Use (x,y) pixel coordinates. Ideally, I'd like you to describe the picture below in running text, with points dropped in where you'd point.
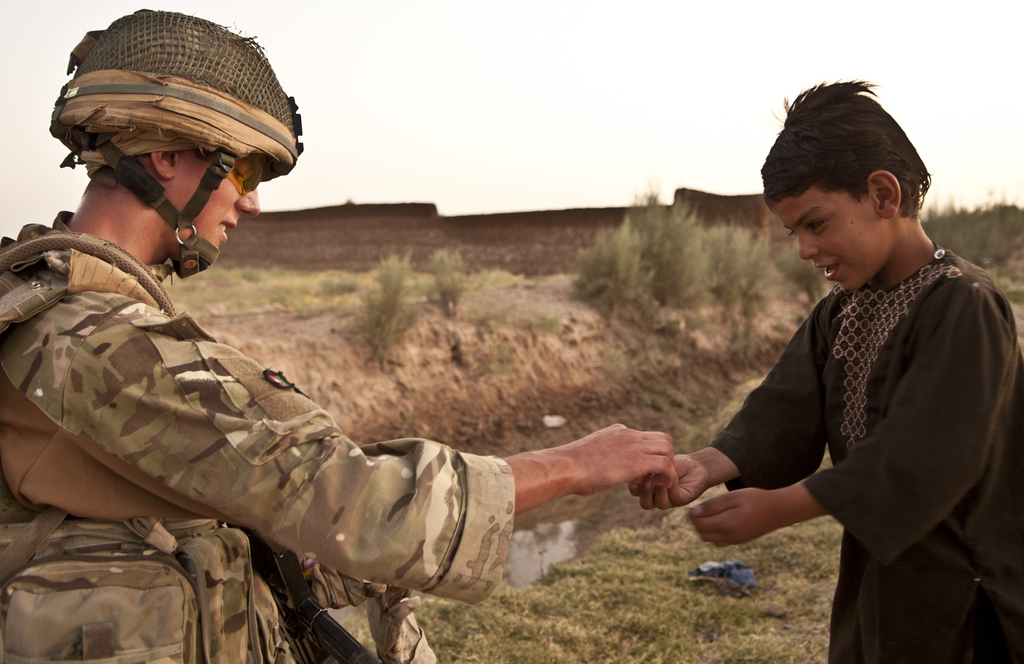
In this image, there are a few people (852,580). We can see the ground (753,595) with some objects (772,613). We can also see some grass (609,584), water (535,577) and plants (597,259). We can also see the wall (561,234) and the sky (613,53).
